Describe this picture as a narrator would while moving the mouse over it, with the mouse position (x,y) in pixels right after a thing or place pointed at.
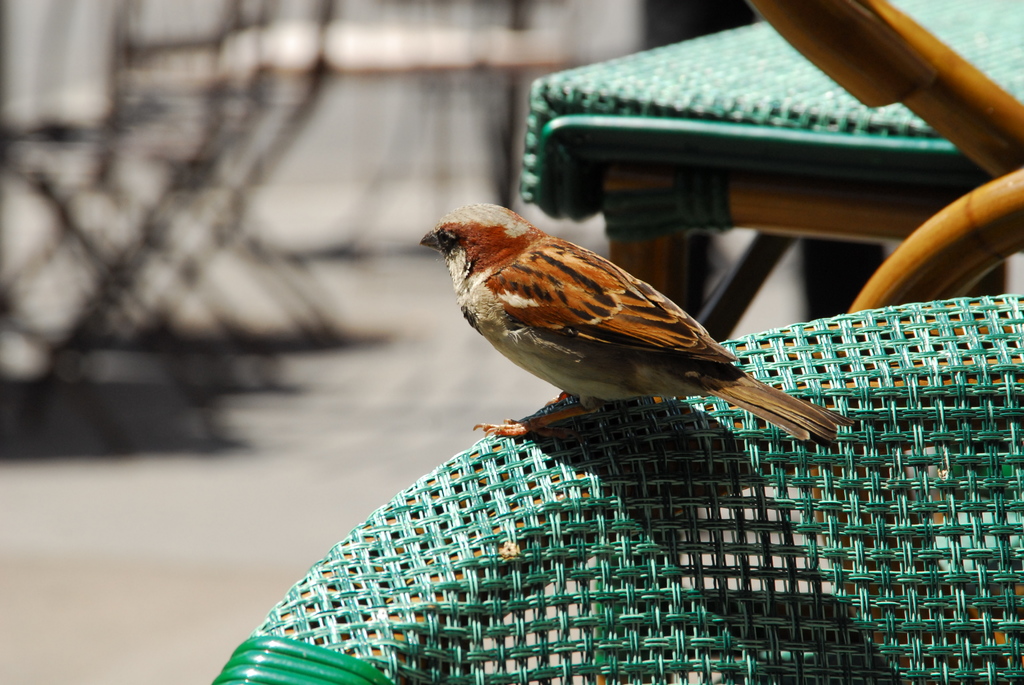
In this image we can see a bird (614,371) on a chair (740,506). We can also see some wooden poles (973,194) and a table (698,144).
